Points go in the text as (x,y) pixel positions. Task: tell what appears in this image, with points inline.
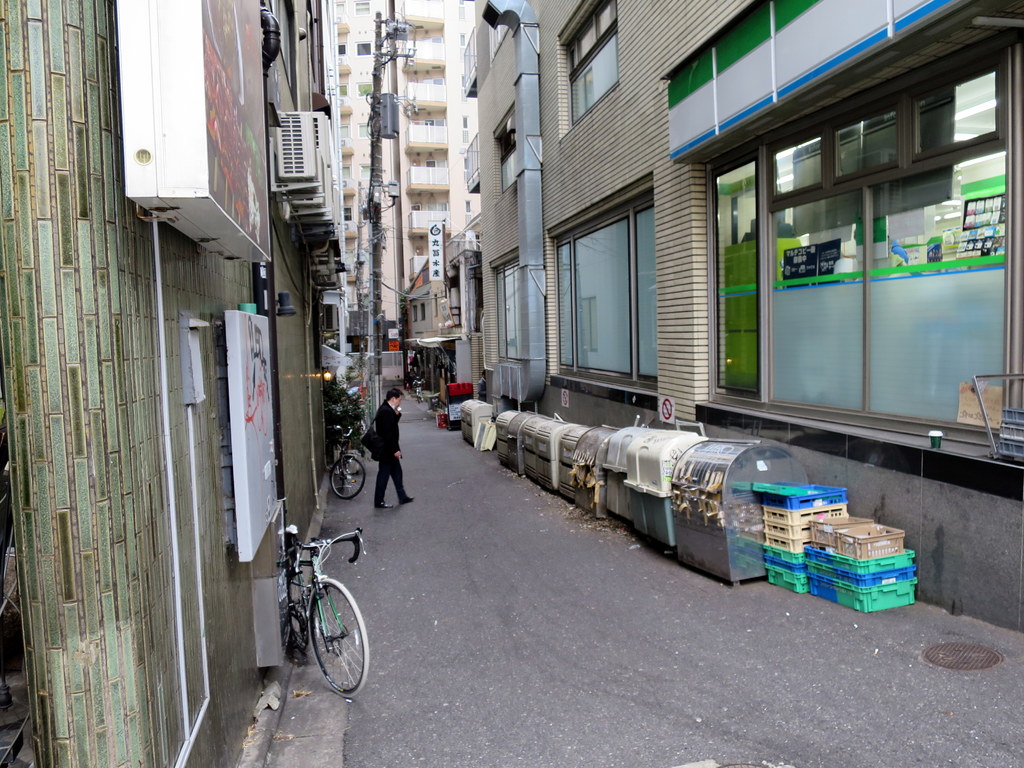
In this image, I can see a person (380,483) walking. These are the bicycles (324,586), which are parked. I can see the buildings (365,147) with the glass doors (800,200). These are the baskets (831,534) and few other objects (514,470) placed on the road (739,600). These look like the boards (208,148), which are attached to the building wall (140,246). I think this is a current pole (382,44).
